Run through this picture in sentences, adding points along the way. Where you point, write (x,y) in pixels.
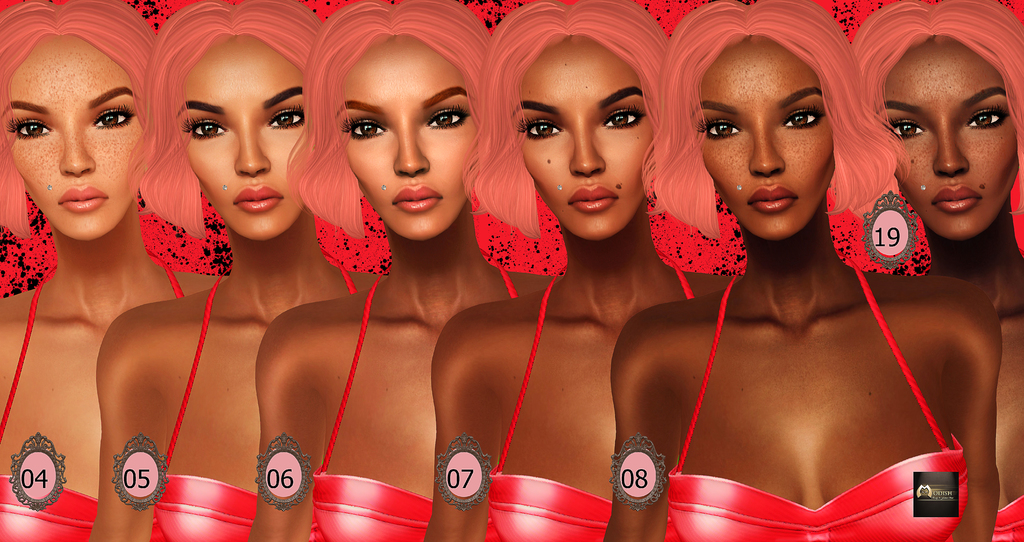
In this picture we can see woman (458,171) standing in the line and they are given with tag number (159,472) and it is looking like graphics.
